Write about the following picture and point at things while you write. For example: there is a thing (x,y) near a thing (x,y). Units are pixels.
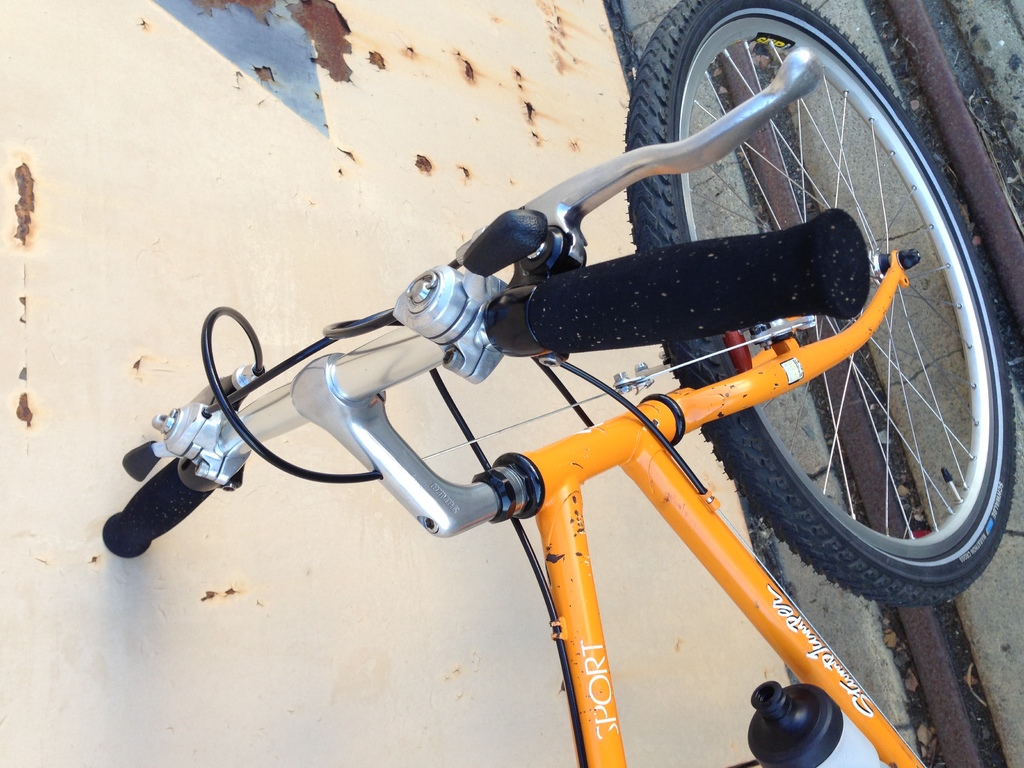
It is a zoomed in picture of a bicycle (818,254) parked on the path (914,370). We can also see the wall (345,319).
